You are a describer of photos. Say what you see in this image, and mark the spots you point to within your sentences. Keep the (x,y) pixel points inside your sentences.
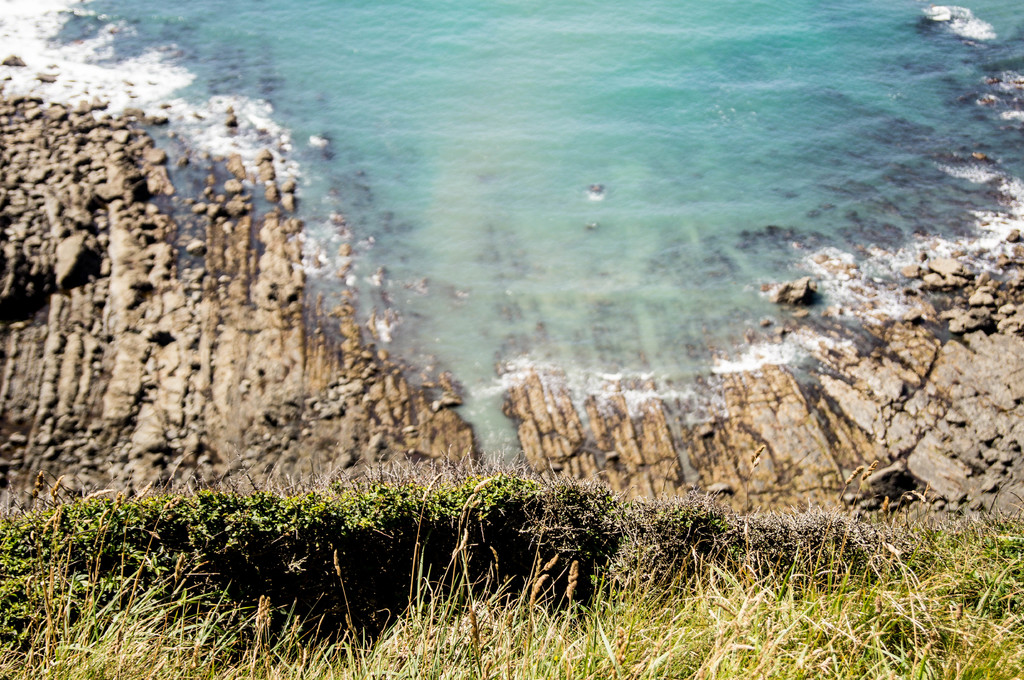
In this image I can see the plants (613,594) in green color, background (944,385) I can see few rocks (232,356) and I can also see the water (488,153).
